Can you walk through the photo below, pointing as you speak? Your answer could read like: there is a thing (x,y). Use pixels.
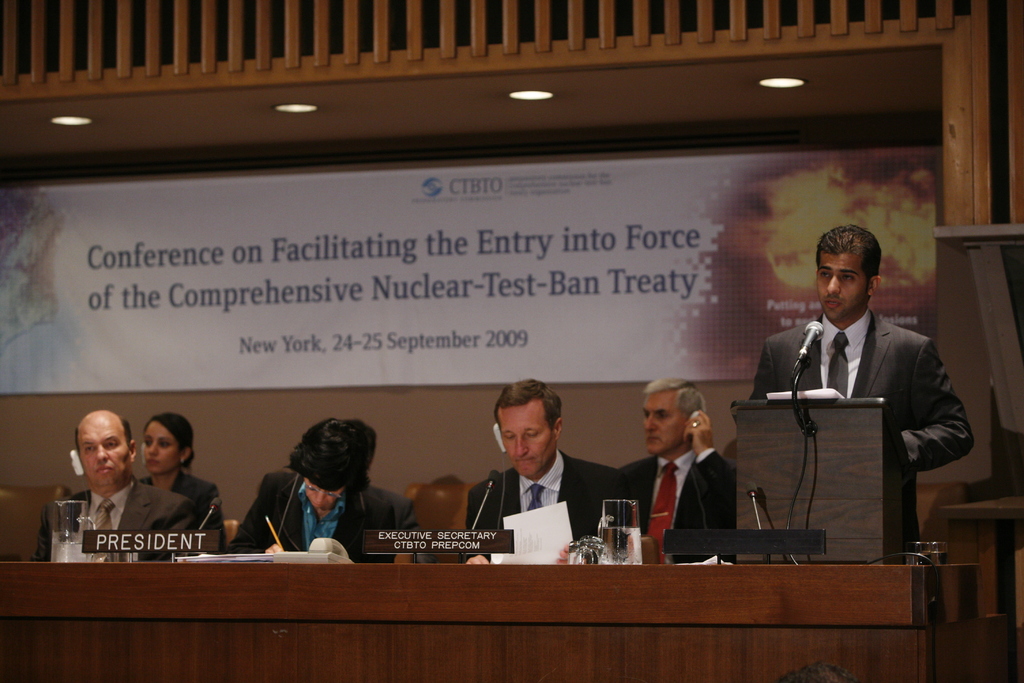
In this picture I can see few people (359,526) are sitting in front of the table (308,576) and one person (814,368) is standing and talking in front of the mike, on the table (288,590) few objects (542,547) placed.
